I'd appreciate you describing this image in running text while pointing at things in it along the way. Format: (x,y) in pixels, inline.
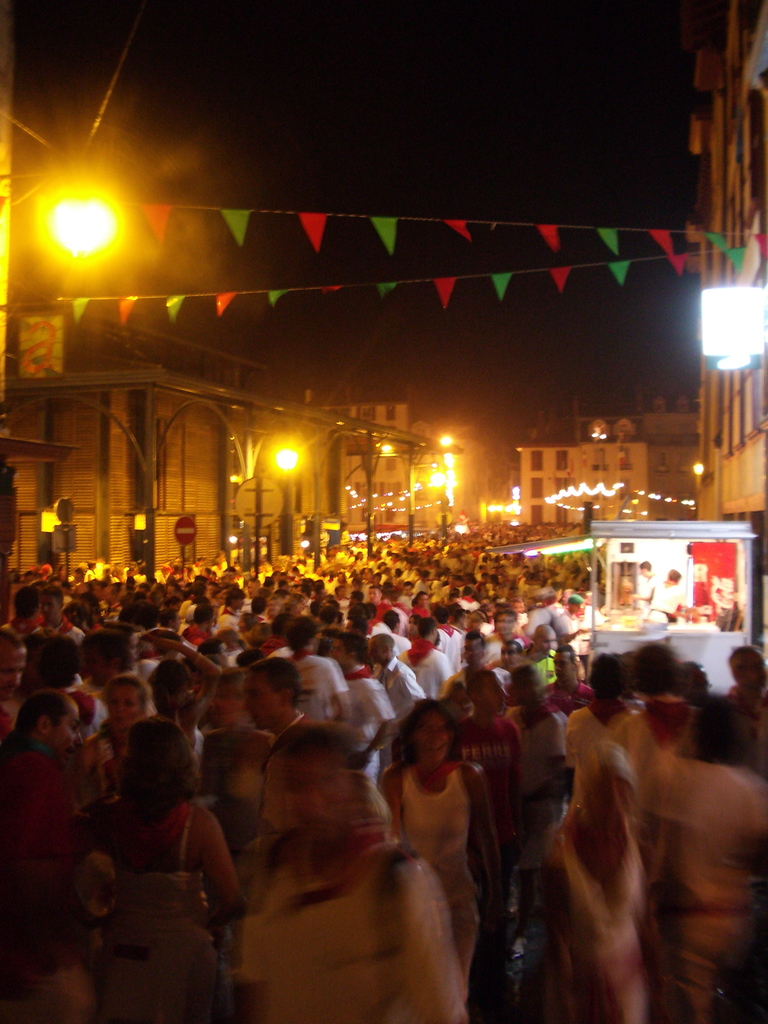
In the image there is a huge crowd (284,618) and on the right side (636,523) there is some food stall (737,542), around the crowd (22,595) there are many buildings (746,387) and street lights (442,485).
